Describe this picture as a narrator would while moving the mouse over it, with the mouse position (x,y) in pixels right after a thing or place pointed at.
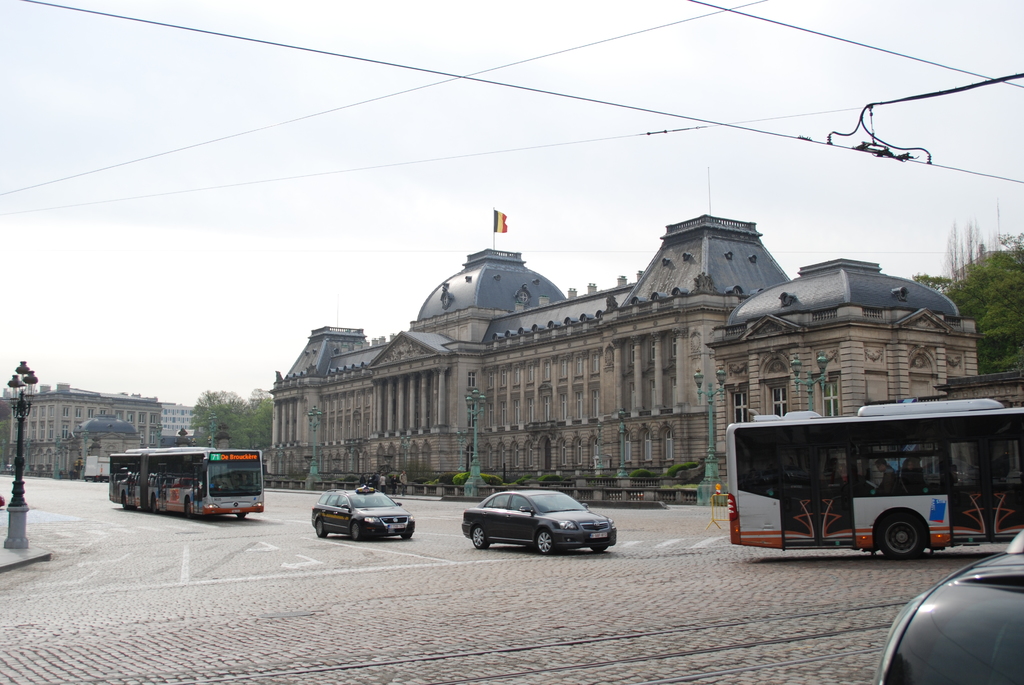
To the bottom of the image (413,571) there is a road (161,542). In the middle of the road (723,529) there are two cars (383,499) and two buses (947,491) on it. And in the background (90,438) there are buildings (543,432) with windows (595,361), pillars (554,379) and walls (496,419). In front of the building (409,404) there are poles (478,461). And also there are trees (226,411) in the background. And to the top of the image (517,101) there is a sky (464,101) and also there are electrical wires (894,154).
